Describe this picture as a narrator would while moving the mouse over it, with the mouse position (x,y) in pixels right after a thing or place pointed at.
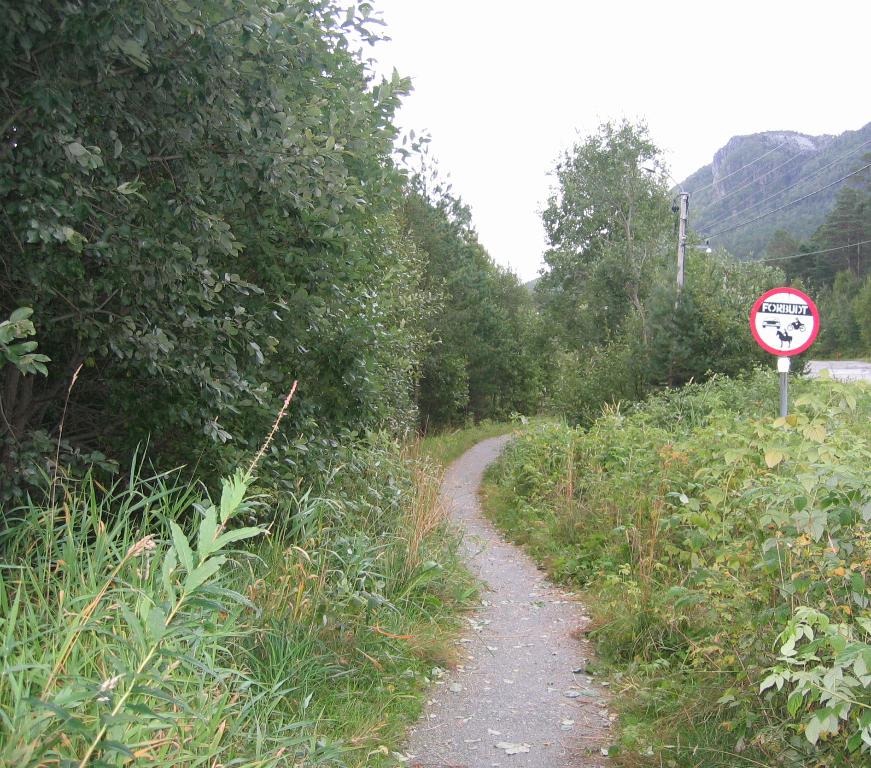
In this image there is a signboard (794,343), poles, plants (733,590), road (480,446), trees (615,259), hill (830,152) and sky (521,120).
